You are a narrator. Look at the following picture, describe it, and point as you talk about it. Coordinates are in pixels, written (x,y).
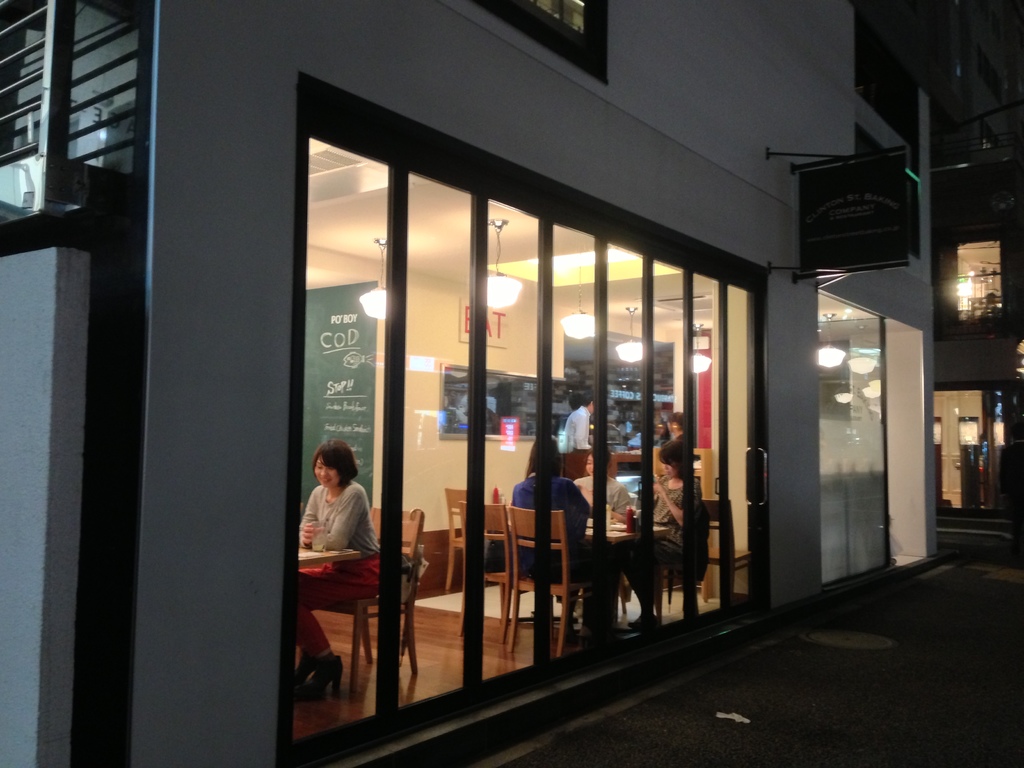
In this image, we can see few peoples (365,558) are sat on the chair (450,518). Two tables (618,536) are there, few items (621,524) are placed on it. We can see glass door (612,444), lights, banners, boards (344,380). Few are standing here. And right side (982,441), there is a building (968,368) and board (842,224) here. Here fencing (109,143) on left side (233,473), we can see wall (237,427).
